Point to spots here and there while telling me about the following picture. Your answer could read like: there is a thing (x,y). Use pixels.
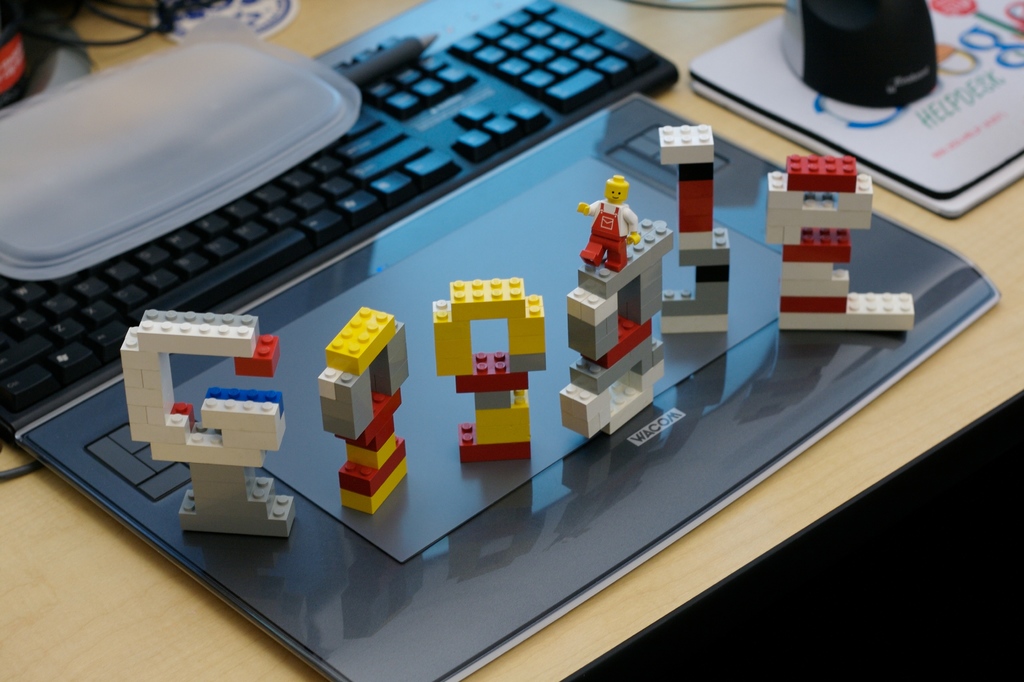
In this image we can see some toys (533,350) on the surface (439,549) and we can also see the keyboard (467,119), wire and wooden object (628,621).
